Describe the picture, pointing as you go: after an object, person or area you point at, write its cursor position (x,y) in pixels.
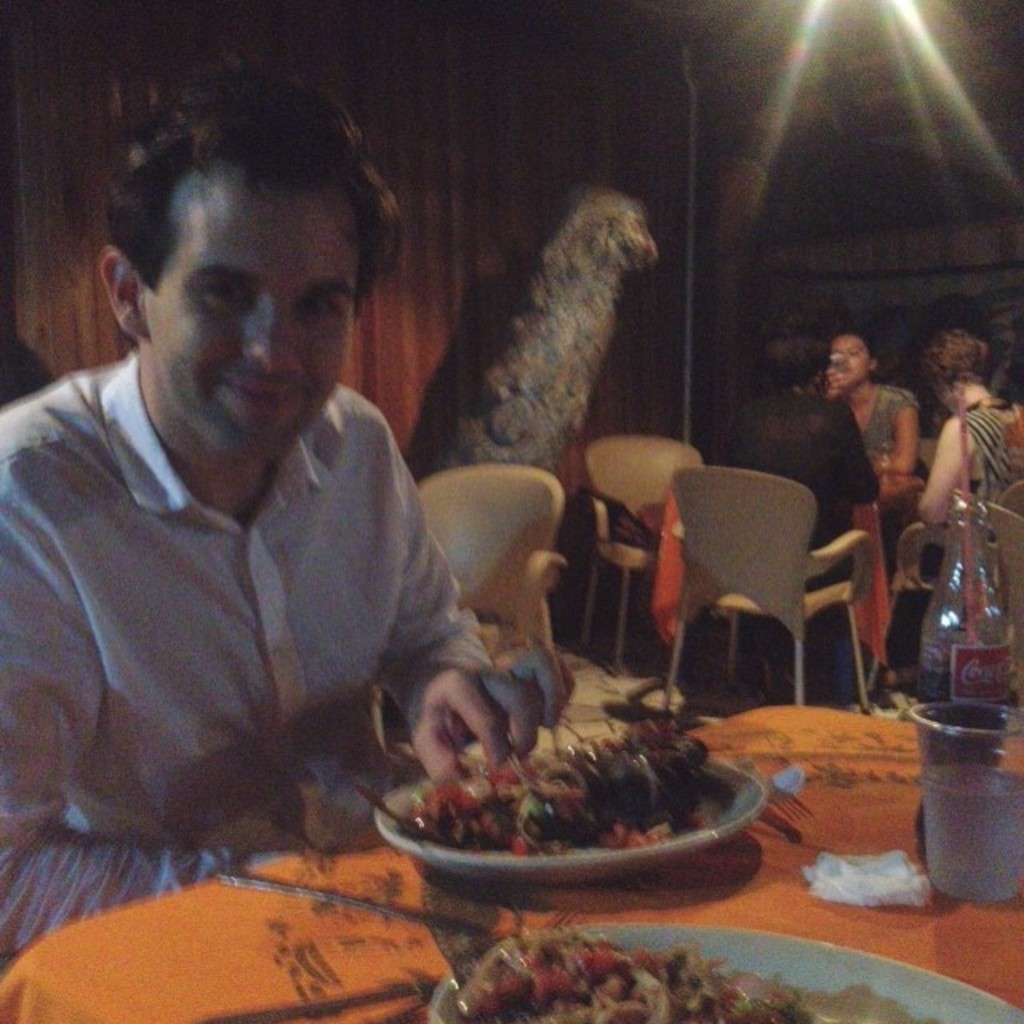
This picture is of inside. In the foreground (211,492) we can see a man (221,482) wearing white color shirt (224,548), sitting on a chair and eating food (615,808). There is a table (877,804) on the top of which plate (689,943) of food (638,952), glass (939,825) and a cold drink bottle (974,634) is placed. On the right (889,433) we can see the group of persons (838,476) sitting on the chairs (776,521). In the background (745,94) we can see a wall (844,124) and a light (856,17).
